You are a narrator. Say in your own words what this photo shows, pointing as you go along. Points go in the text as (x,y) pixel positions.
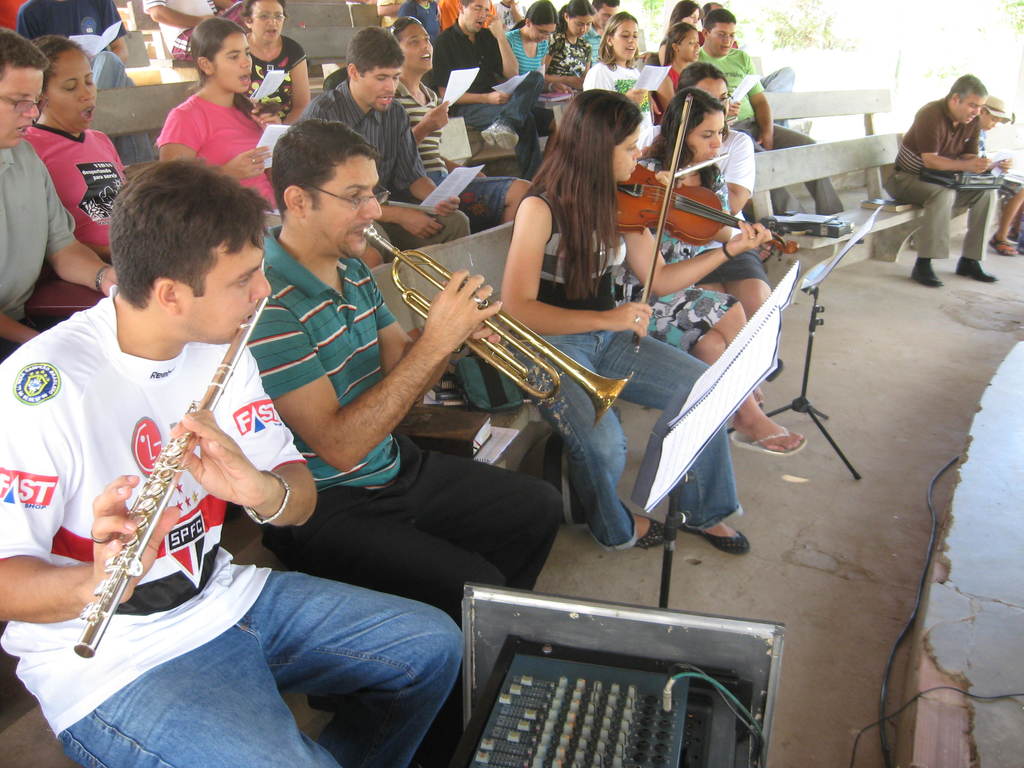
In this image we can see people (369,206) sitting on benches (146,17). Some people (478,291) are playing musical instruments (786,244). Some are holding papers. Also there are music note stands (811,323) with books (780,318). Also there is another device (620,695). And there are wires (897,643).
